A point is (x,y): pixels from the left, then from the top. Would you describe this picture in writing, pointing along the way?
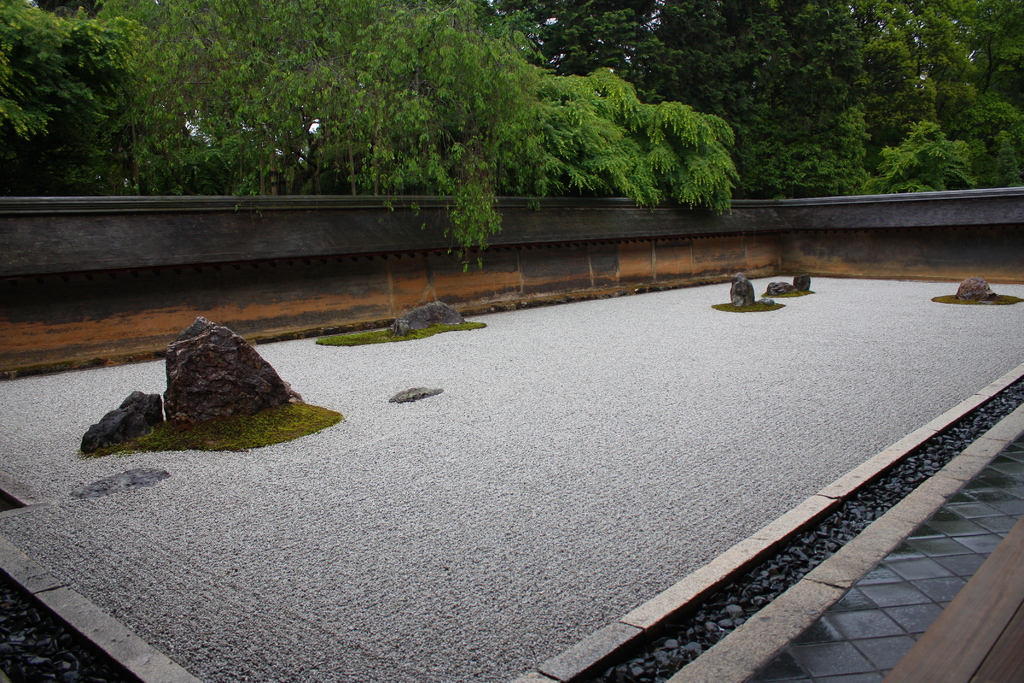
In this picture we can see a garden (767,464). On the garden (887,380) we can see stones (246,365), moss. On the top (834,9) we can see many trees (683,88).
